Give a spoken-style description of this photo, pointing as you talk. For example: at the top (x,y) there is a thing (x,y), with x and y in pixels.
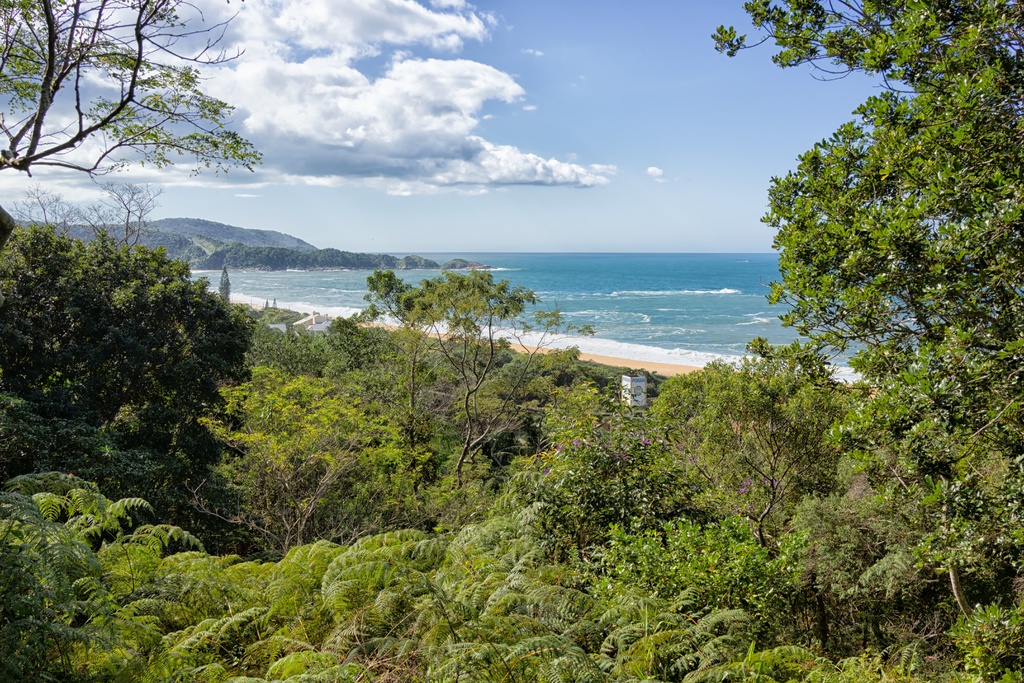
In this image in the foreground (77,404) there are trees (802,455). In the background (385,266) there are hills (235,227). The sky (181,202) is cloudy.
